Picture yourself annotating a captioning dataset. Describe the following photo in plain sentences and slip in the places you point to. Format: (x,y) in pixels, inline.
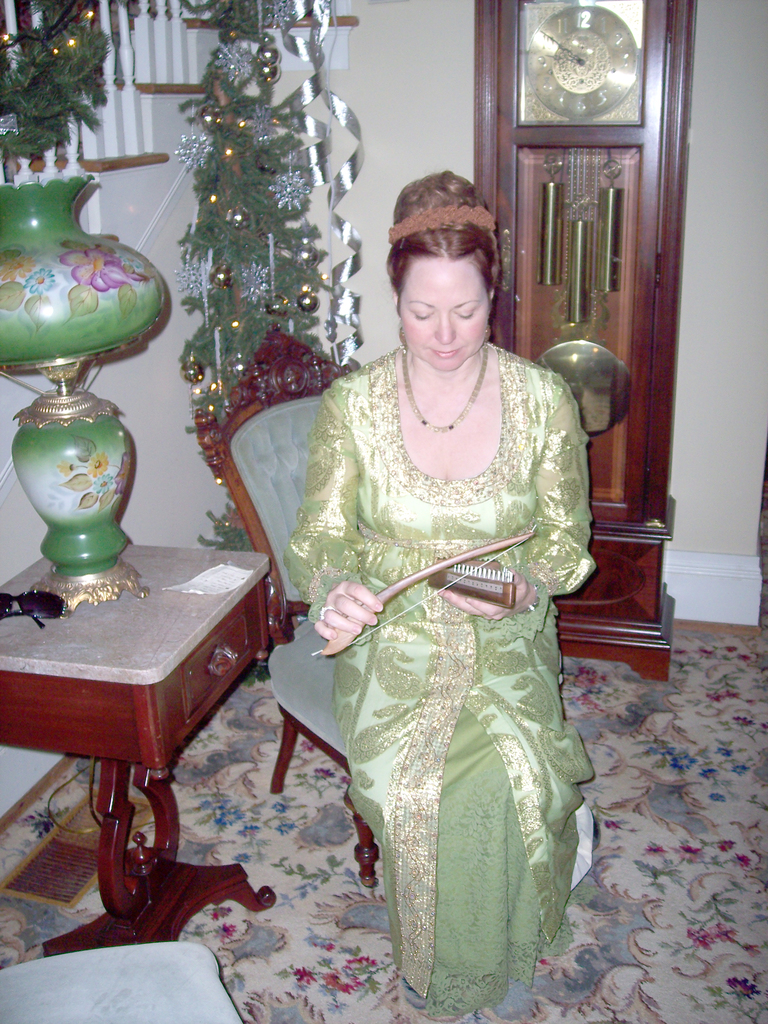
In this image, there is a woman (433,822) sitting in the chair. She is wearing a green color dress (439,733). And playing a musical instrument (458,577). To the left (43,493), there is a table (83,737) on which a lamp (71,367) is kept. In the background (106,138), there are stairs (165,104), plants (201,101), and a grandfather clock (621,180). At the bottom (671,910) there is a floor mat (668,928) on the floor (671,924).
